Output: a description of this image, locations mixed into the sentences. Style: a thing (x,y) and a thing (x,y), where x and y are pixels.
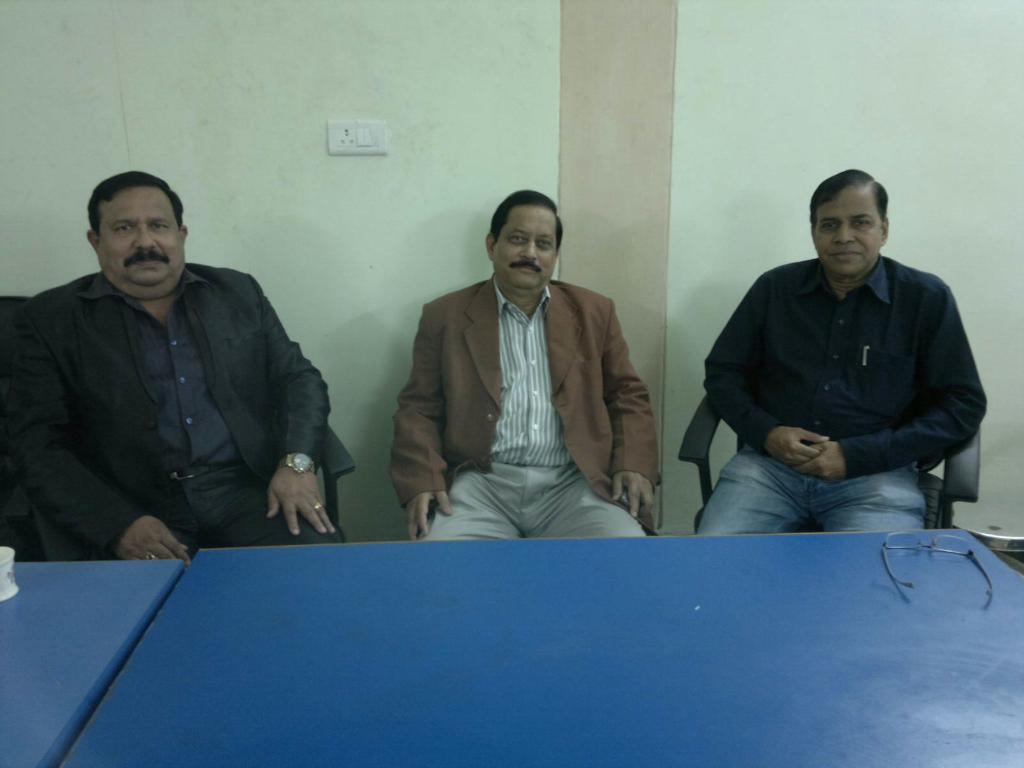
In this image I can see 3 men (590,401) are sitting on the chairs (974,446), they wore coats (427,467), shirts (852,464), trousers (525,484). On the right side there is spectacles (903,579) on this table (665,659), behind them there is the wall (443,112). In the middle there is an electric socket (377,133) to this wall (295,184).
